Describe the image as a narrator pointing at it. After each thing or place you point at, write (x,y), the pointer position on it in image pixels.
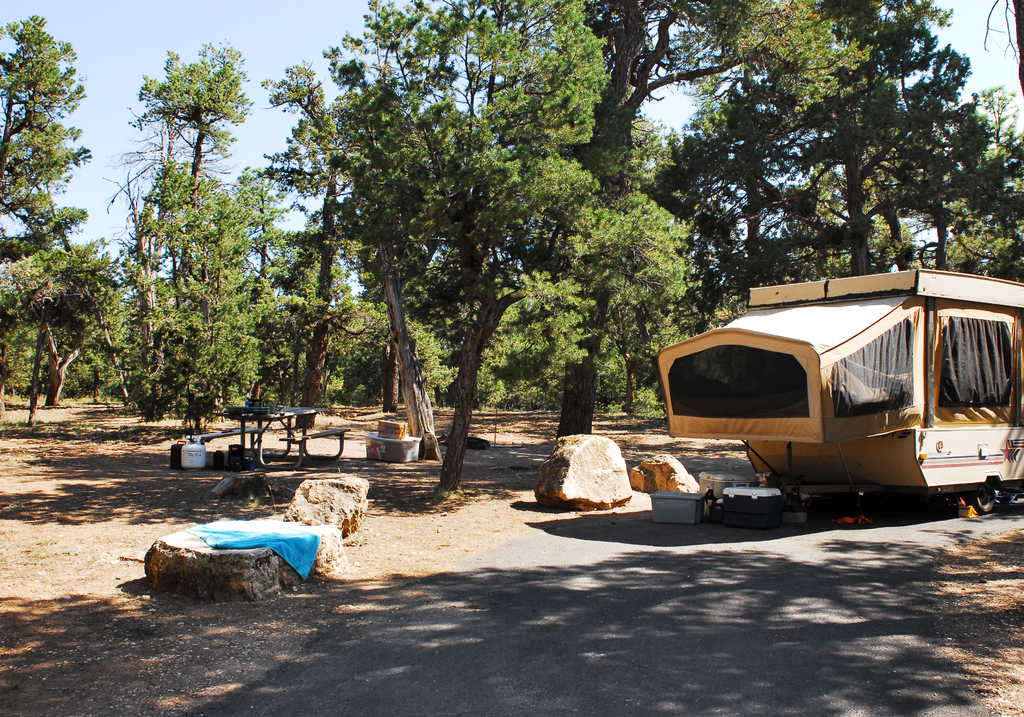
In this image we can see a vehicle (885,426) on the road (818,590). There are trees (574,301), rocks (365,506), cloth (244,537), container (768,501), objects (672,502) and benches (269,424) in the middle of the image (563,449). There is the sky (225,22) at the top of the image (140,34).
